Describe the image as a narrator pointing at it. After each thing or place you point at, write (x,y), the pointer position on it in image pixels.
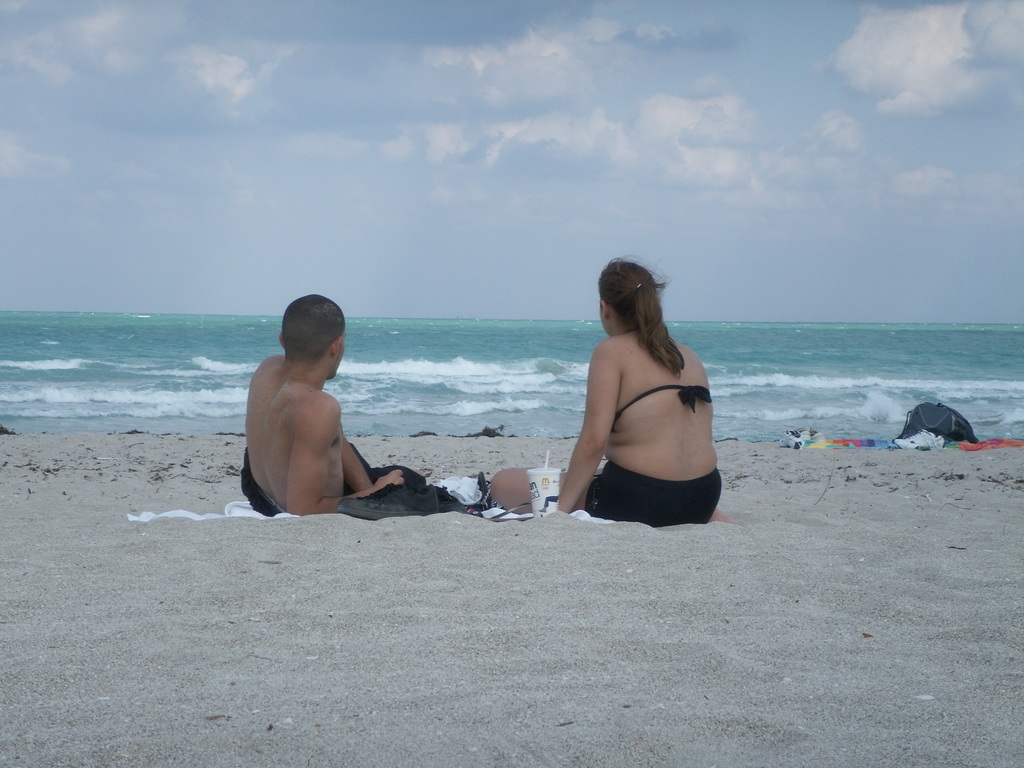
In this image there is a man (294,444) and a woman (623,458) sitting on the ground (438,568). Beside the woman (515,494) there is a glass (544,493) on the ground (540,527). In front of them there is the water (387,319). At the top (476,114) there is the sky (554,94). To the right (916,432) there is a bag (959,438) on the ground (18,521).
